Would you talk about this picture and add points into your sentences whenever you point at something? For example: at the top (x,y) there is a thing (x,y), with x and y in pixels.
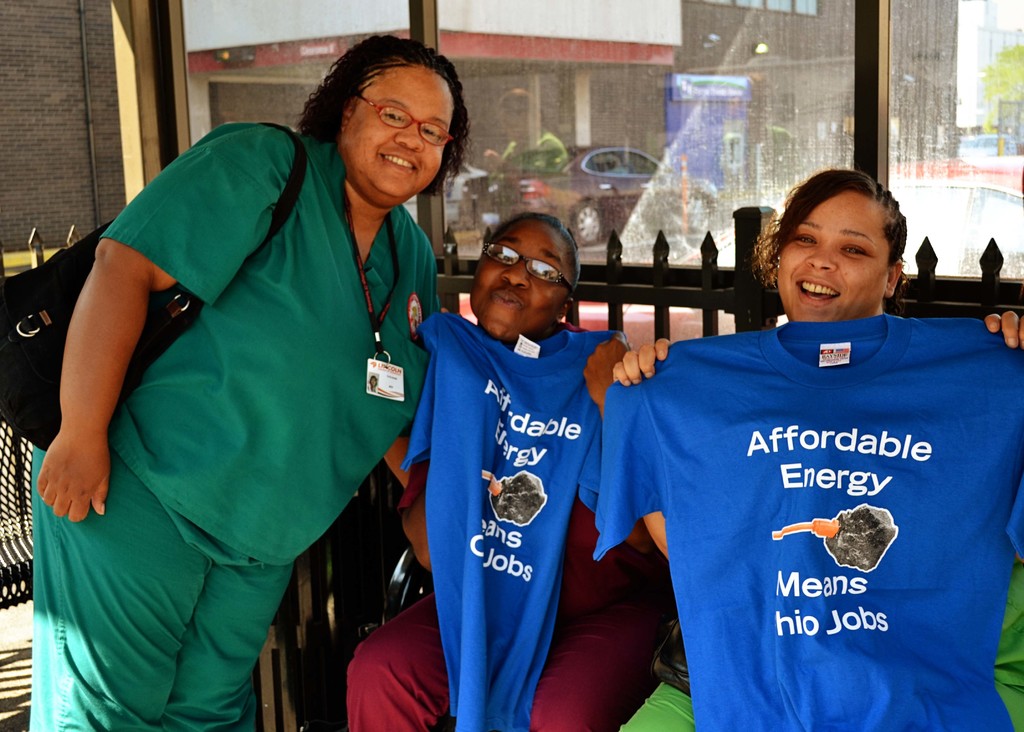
In this image we can see three people (414,512), clothes (565,510), wall (87,2), and glass (678,212). Through the glass (678,212) we can see a car (656,164), boards (742,113), and a building (830,143).
